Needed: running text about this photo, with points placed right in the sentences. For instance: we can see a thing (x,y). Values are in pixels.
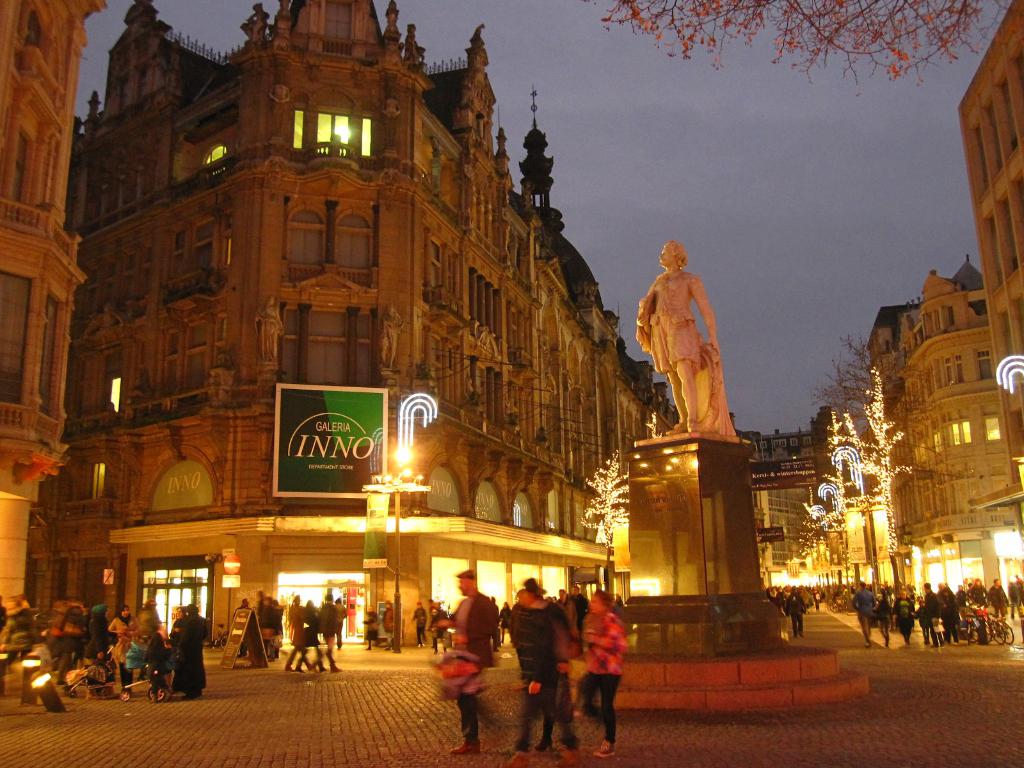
This picture consist of buildings (955,368), in front of building (435,463) I can see sculpture (724,385), there are persons (19,599) walking on road (260,691) and street light poles (401,473), boards (311,441) attached to the building (509,404), at the top (570,92) I can see the sky (712,71), and on the right side (1020,578) I can see a crowd of people (942,611) walking on road (1015,631) and buildings (945,442) visible.
